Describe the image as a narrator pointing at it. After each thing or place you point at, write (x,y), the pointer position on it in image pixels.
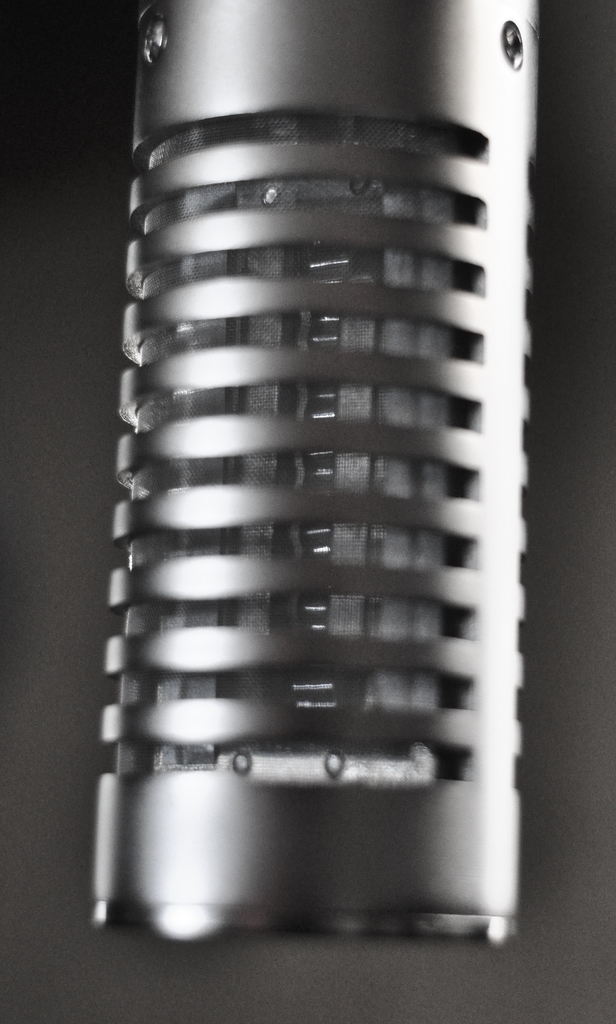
In this image, we can see a microphone (346,235).
